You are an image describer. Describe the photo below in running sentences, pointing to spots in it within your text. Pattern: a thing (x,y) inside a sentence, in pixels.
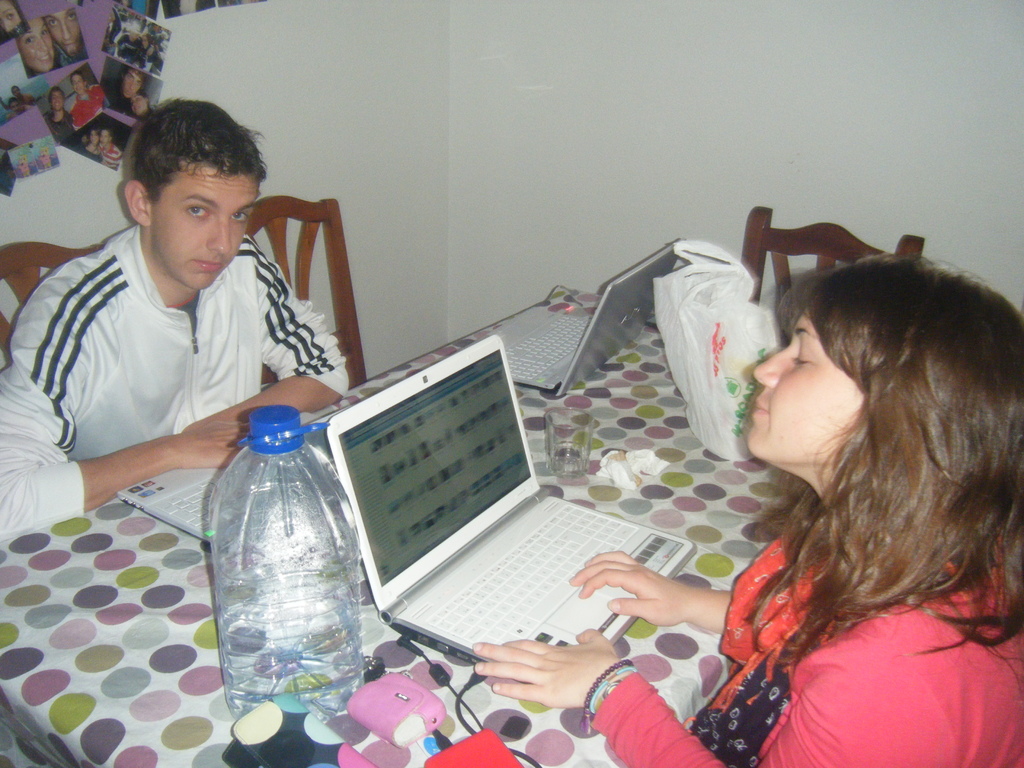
In this picture we have man (112,472) sitting in the chair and woman (878,298) sitting in the chair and working in the laptop (583,536) and the table (447,349) we have water bottle (292,437), tissues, glass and then in the wall (517,78) we have some photo frames (49,19).
